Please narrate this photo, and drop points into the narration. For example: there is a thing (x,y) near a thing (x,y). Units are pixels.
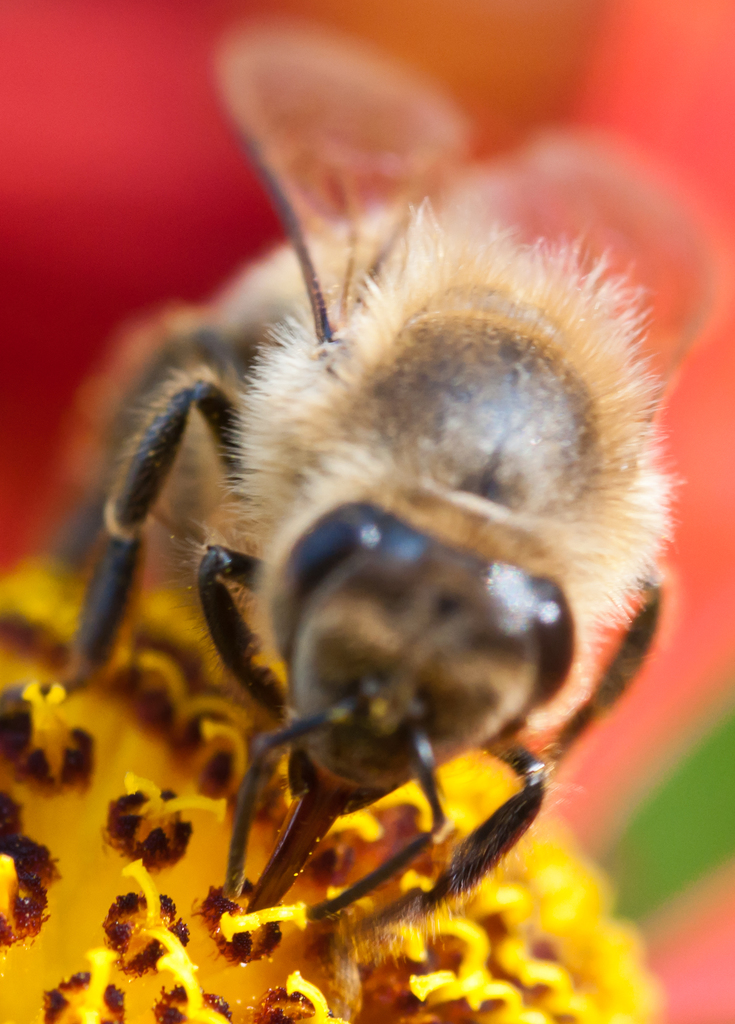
In this image there is a insect (262,767) on the flower (103,847), and there is blur background (24,360).
